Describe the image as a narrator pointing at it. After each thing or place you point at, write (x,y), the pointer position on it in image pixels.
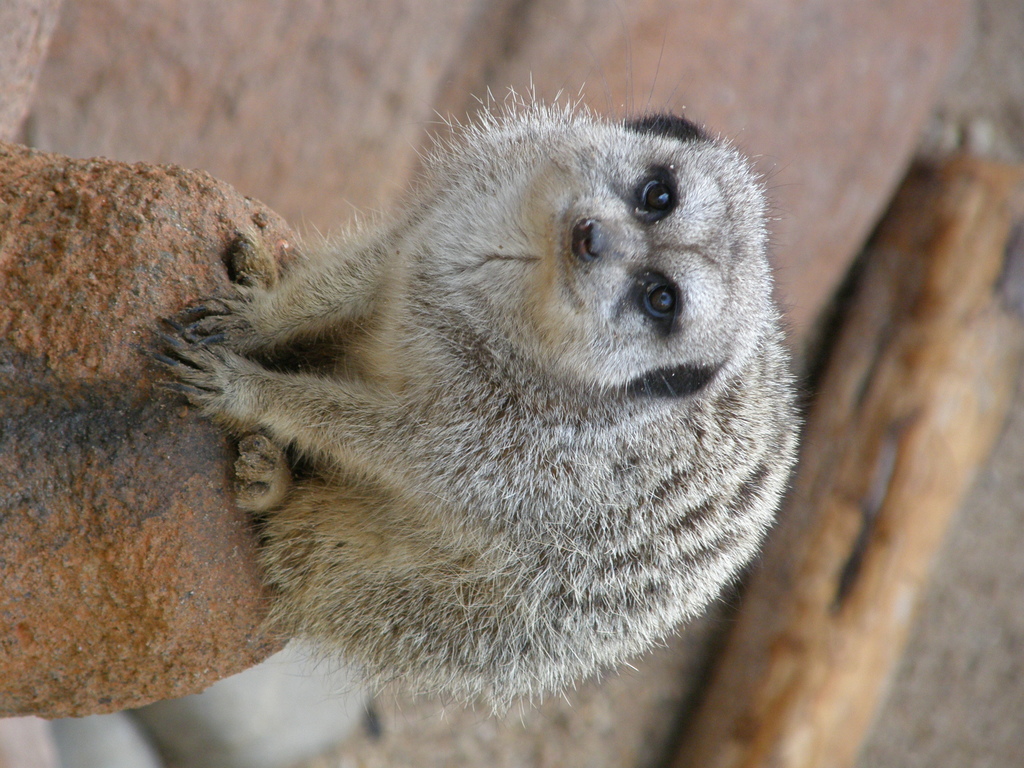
In this picture we can see a meerkat (416,305) on the rock (110,398) and behind the meerkat (534,309) there is a blurred background (608,3).
